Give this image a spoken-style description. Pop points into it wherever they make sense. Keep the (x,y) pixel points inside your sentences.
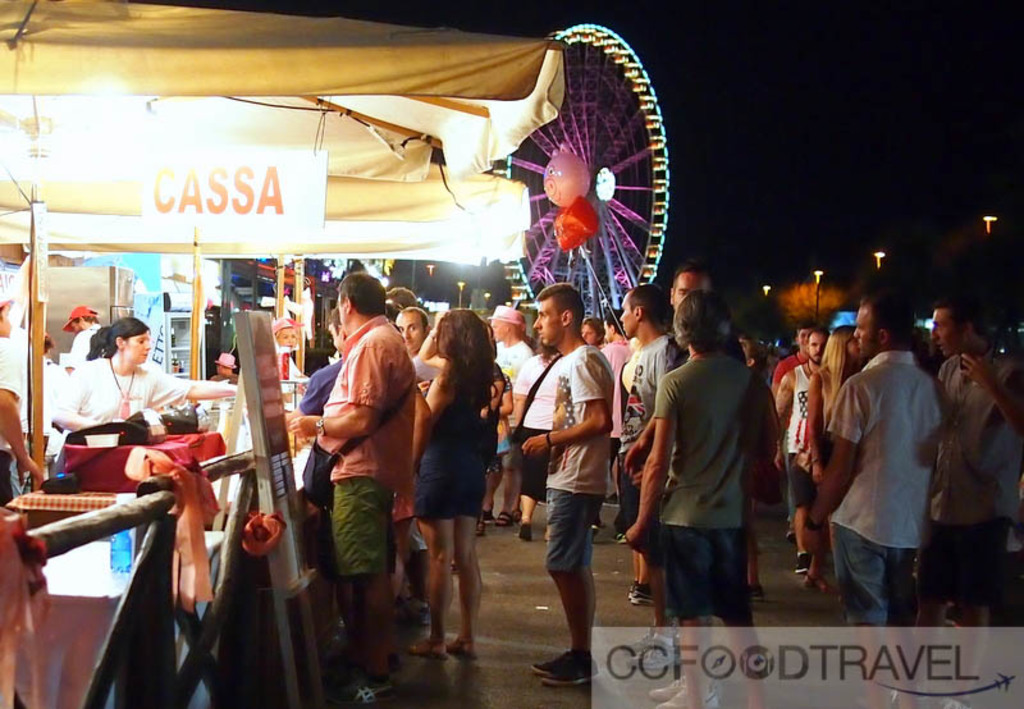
There is an exhibition and there is a giant wheel (605,94), beside that there are few food stalls (118,468), people (440,334) were gathered around the food stalls (435,250) and ordering the food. The image is captured in the night time, on the right side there are four street lights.
